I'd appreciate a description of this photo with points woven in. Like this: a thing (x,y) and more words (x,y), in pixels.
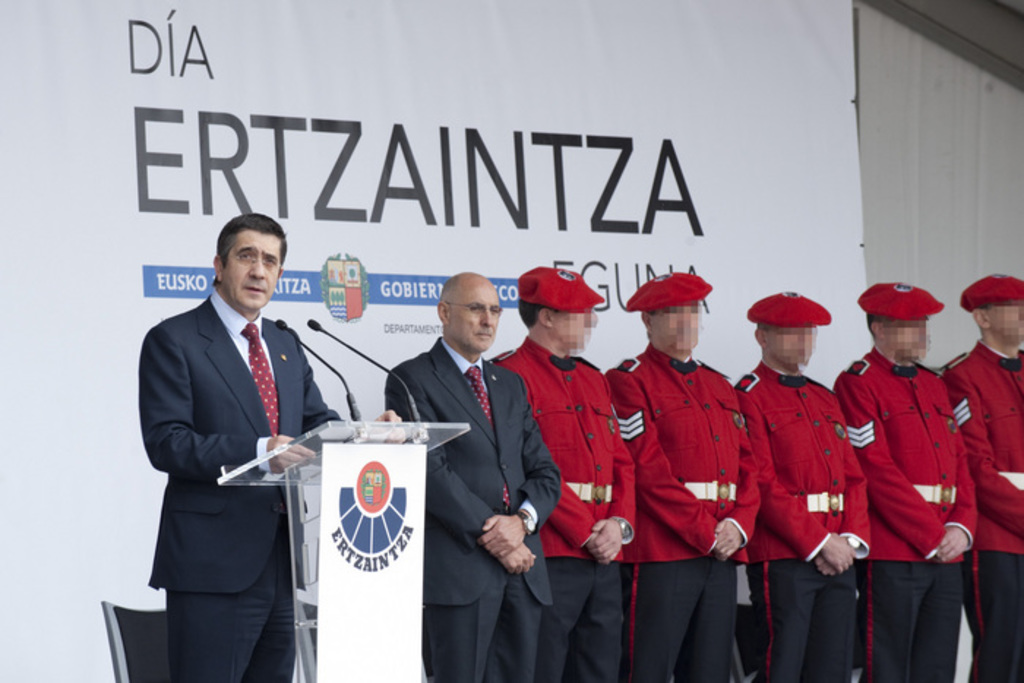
In the image in the center (532,421) we can see few people (570,478) were standing. In front of them, there is a stand (370,446) and microphones (353,409). In the background (435,164) there is a banner (503,137).
